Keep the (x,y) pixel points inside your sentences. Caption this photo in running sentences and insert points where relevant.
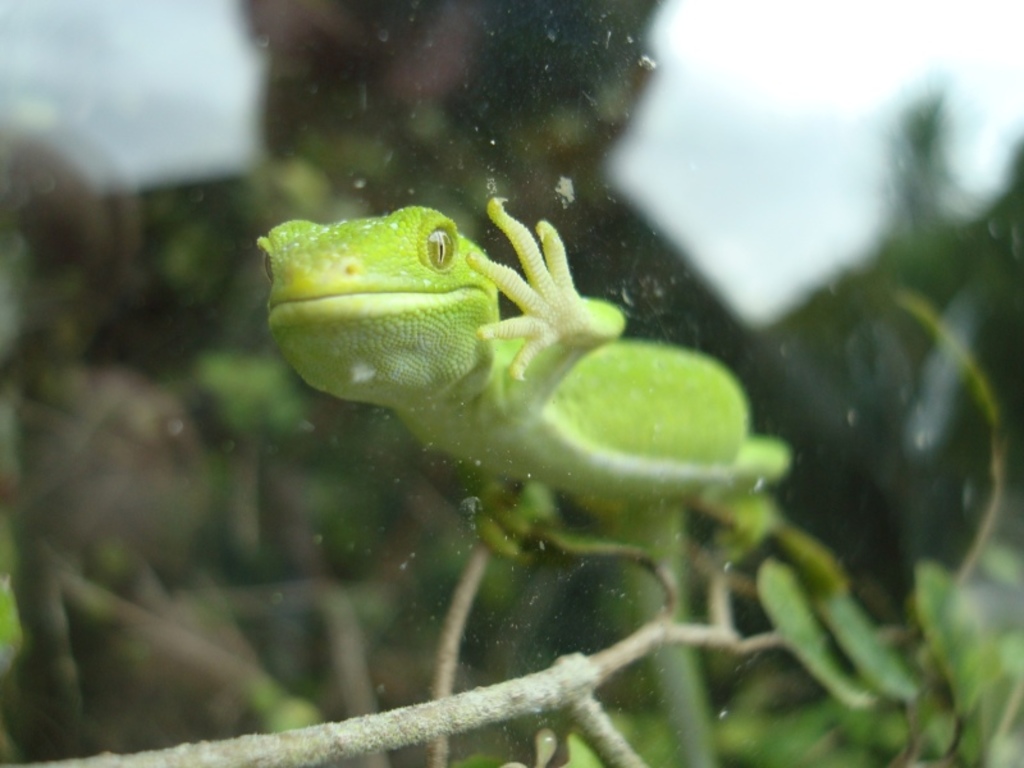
In this image we can see an animal (635,478) on a plant (589,724).
